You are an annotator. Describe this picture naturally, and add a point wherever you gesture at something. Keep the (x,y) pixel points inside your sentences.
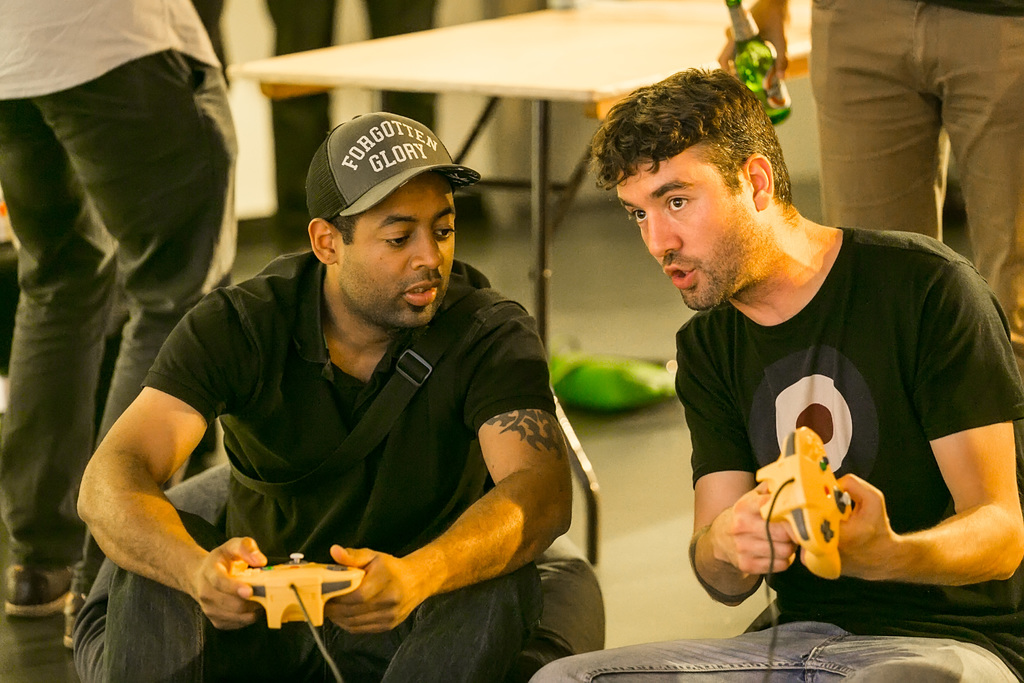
This image is taken indoors. At the bottom of the image (31,651) there is a floor (643,530). On the right side of the image (932,9) a man (882,155) is standing on the floor (37,658) and holding a bottle (742,48) in his hand (765,17) and another man (689,675) is sitting on the floor (29,640) and holding a game controller (826,526) in his hand (843,550). On the left side of the image (16,244) a man (16,244) is standing on the floor (558,295). In the middle of the image (530,386) a man (179,353) is sitting on the floor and playing a video game. In the background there is a table (496,90) and a wall (245,152).
